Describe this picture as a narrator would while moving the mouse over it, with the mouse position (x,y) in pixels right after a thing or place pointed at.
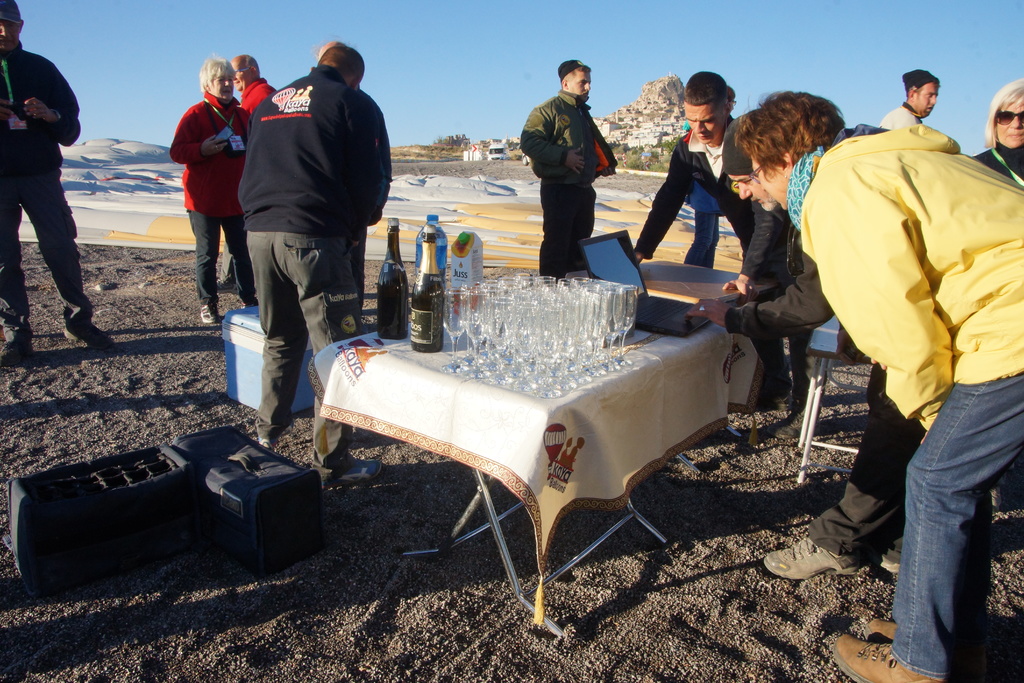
In this image i can see few people (523,145) standing and watching the laptop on the table (545,369), on the table (560,393) i can see few glasses (544,316), a laptop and a few bottles (418,337). In the background (656,103) i can see a mountain (643,95), sky (486,92), trees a vehicle (502,155) and sand (435,172).
